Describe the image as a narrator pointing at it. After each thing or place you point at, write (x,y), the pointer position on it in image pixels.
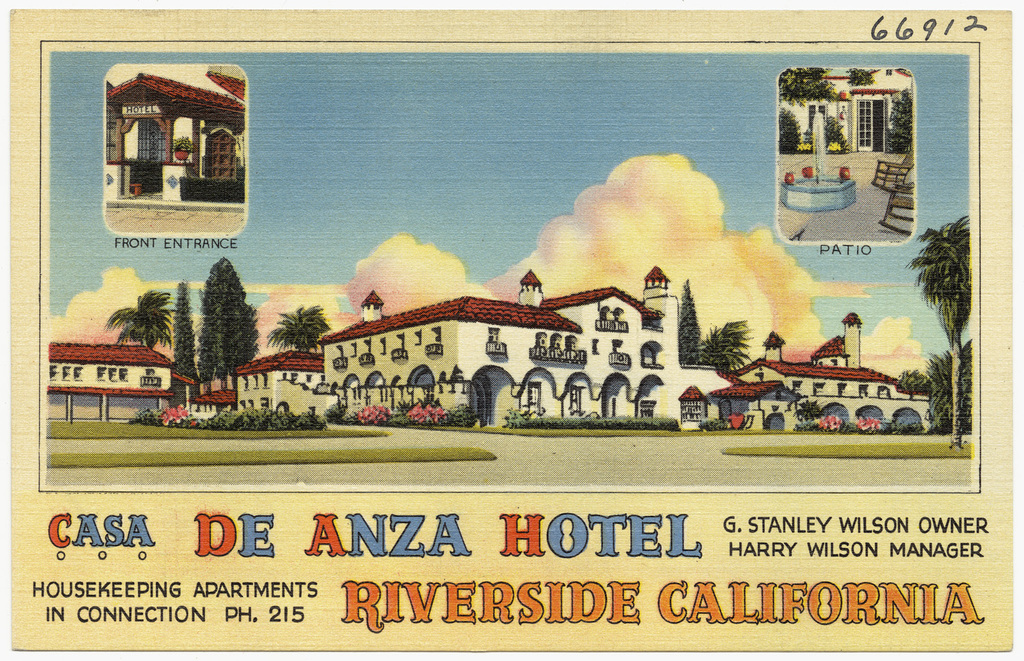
In this image we can see a paper (749,466) and on the paper (502,373) we can see the buildings (636,352), trees (705,354), plants (437,400) and also the path (560,465). We can also see the sky (631,228) with clouds (625,243). Image also consists of front entrance (206,169) and the patio (886,232) view of the building (238,159). We can also see the numbers (901,26) and at the bottom (254,553) there is text (900,603).
